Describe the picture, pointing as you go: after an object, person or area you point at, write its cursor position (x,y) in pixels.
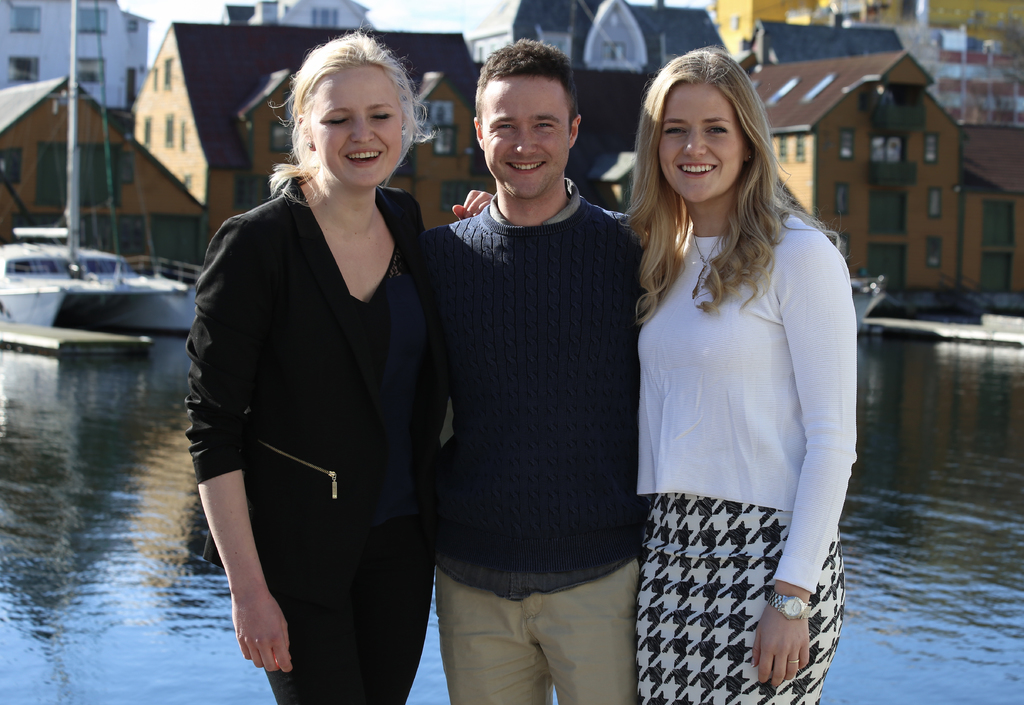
In this picture, we can see a few people (494,259), water (158,620), boats (70,270) with poles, and wires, and we can see buildings (826,167) with windows (899,94), and the sky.
